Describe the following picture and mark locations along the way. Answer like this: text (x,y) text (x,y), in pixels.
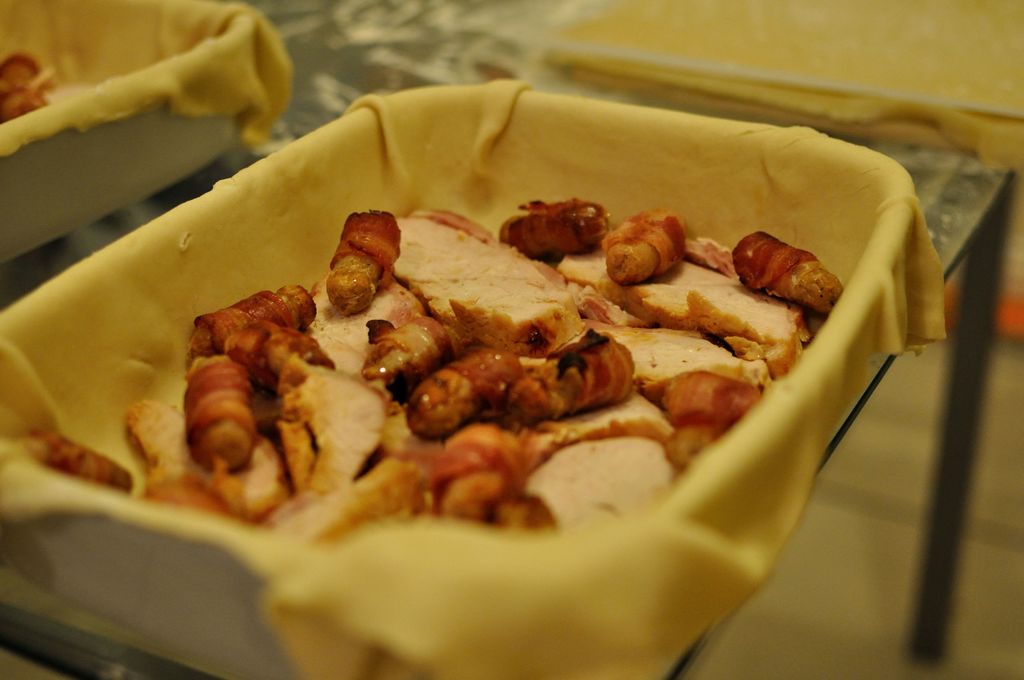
In the picture we can see a tray (291,409) on it, we can see a yellow pastry (620,160) and some food item (322,406) like sliced meat (358,405) and some bacon-wrapped sausages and beside it also we can see another tray (132,129) with yellow pastry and some food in it and it is placed on the table (150,212).
